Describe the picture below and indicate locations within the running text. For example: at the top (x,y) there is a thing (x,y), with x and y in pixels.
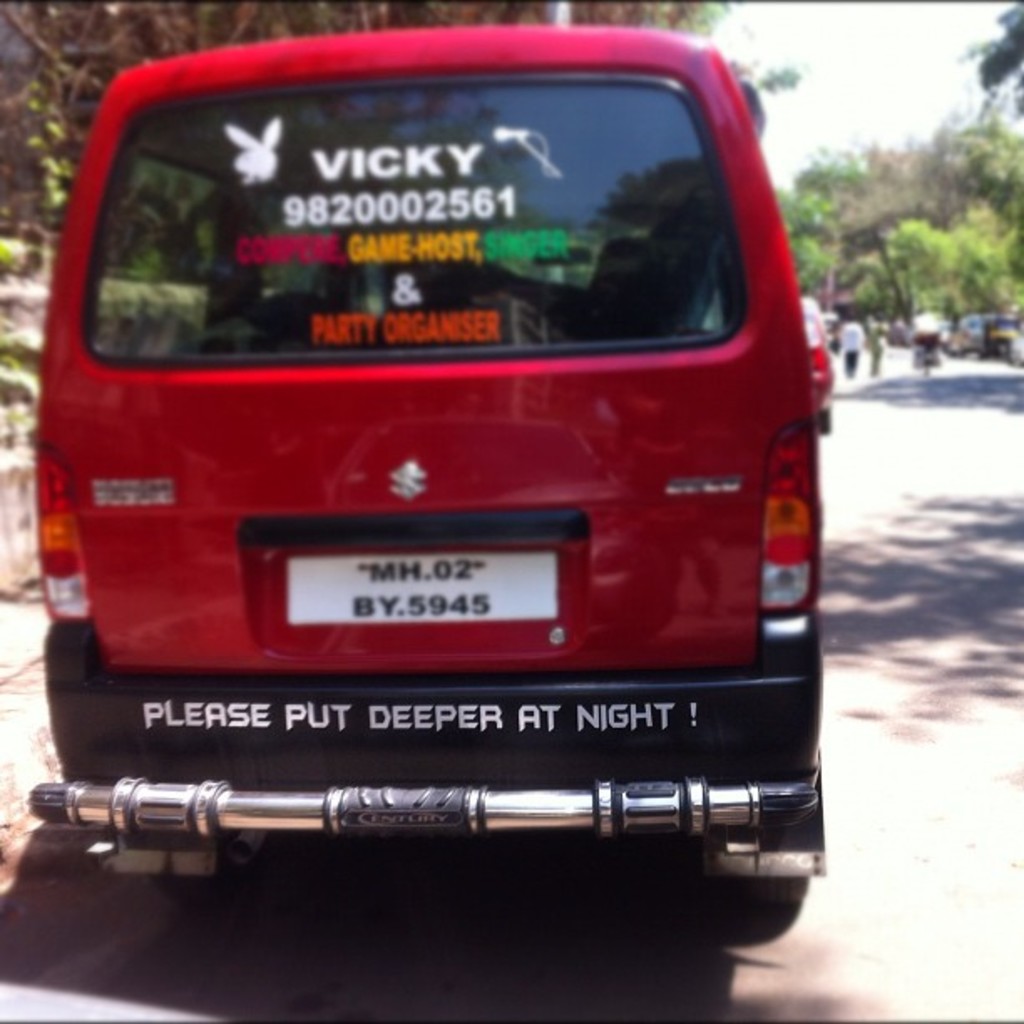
This picture shows a car (474,504) and we see text (359,172) on the rear glass (393,229) and we see text (293,723) on the rear bumper (381,742) of the car (697,381) and we see trees (825,185) and few people (857,331) are standing and a man (919,367) riding bicycle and the car (92,359) is red in color.
